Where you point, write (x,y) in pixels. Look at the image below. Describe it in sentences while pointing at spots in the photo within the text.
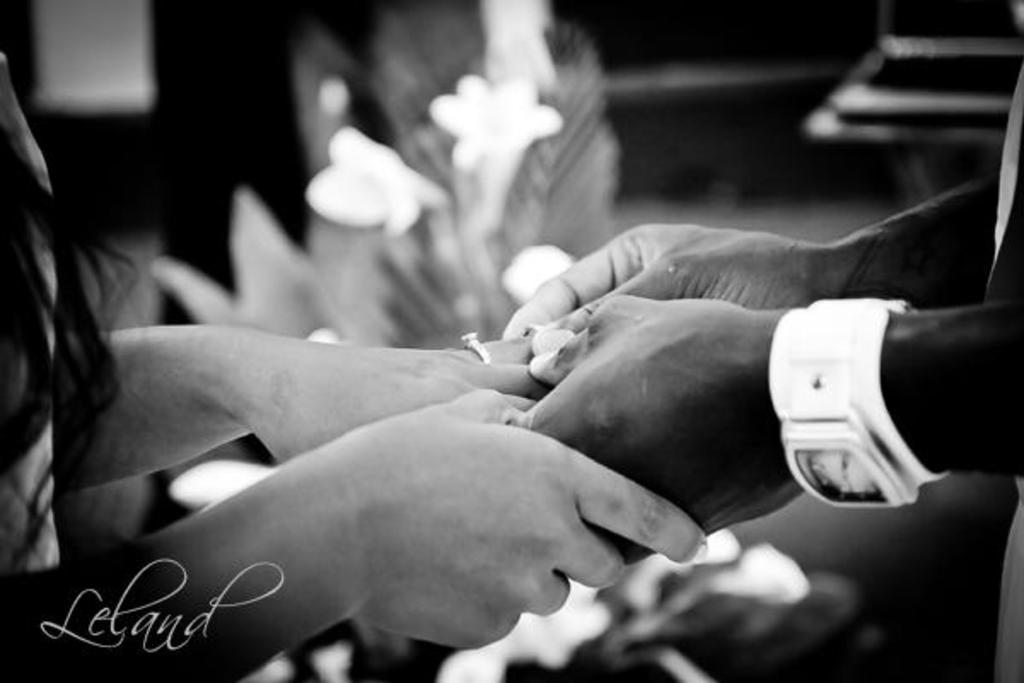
This is the black and white picture of two persons (392,382) changing rings (486,352), this seems to be a wedding, in the back (373,182) there is a flower bouquet (442,197).
